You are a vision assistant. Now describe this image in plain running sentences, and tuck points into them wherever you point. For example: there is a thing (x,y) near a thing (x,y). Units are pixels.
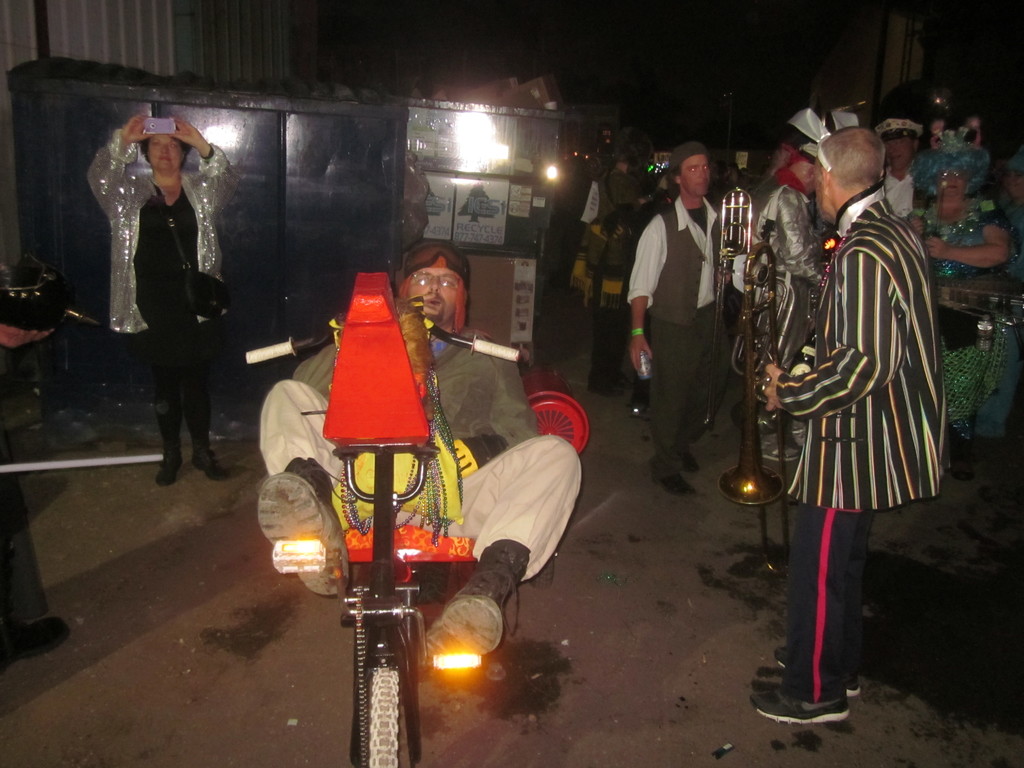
There is a person (513,371) in a coat (466,352), sitting on the seat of a vehicle (372,353) and keeping his both legs (457,623) on the both pedals (301,553) of the vehicle (364,556) which is on the road (950,716) on which, there are other persons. And the background (730,2) is dark in color.
